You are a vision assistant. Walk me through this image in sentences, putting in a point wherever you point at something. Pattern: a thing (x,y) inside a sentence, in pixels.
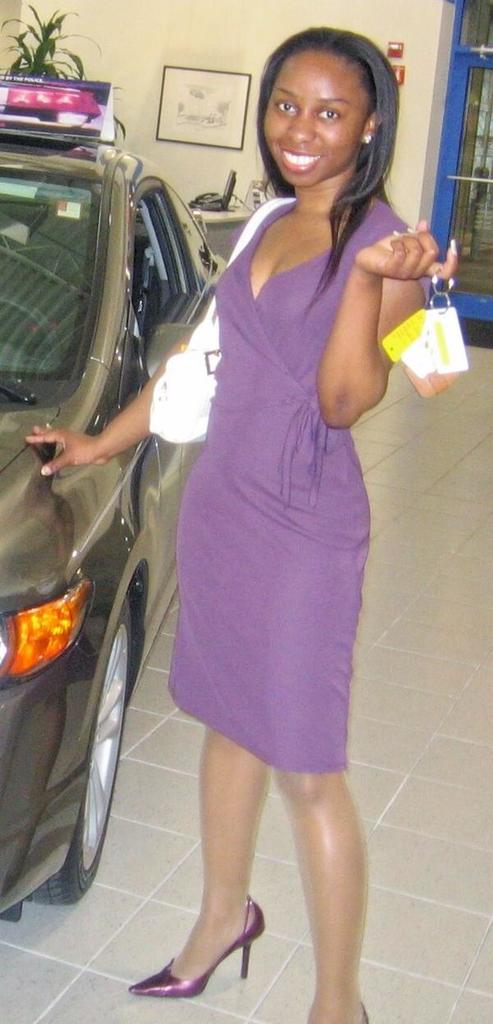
In this picture I can see there is a woman (421,307) standing here and she is holding keys (406,332) and in the backdrop (128,232) I can see there is a car (4,258) and a wall (153,101) and plant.
